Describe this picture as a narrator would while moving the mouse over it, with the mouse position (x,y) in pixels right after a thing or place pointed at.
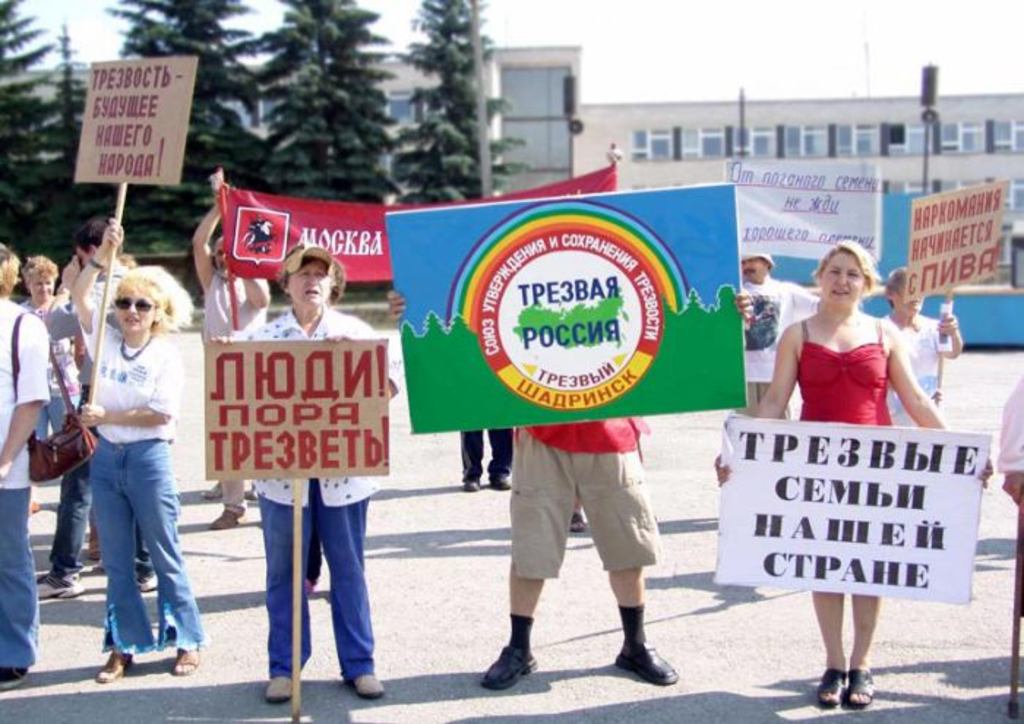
Here we can see few persons (528,439) are standing on the road (136,689) and they are holding boards (451,365) with their hands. In the background (369,138) we can see trees (309,163), poles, buildings (824,107), and sky (818,72).
